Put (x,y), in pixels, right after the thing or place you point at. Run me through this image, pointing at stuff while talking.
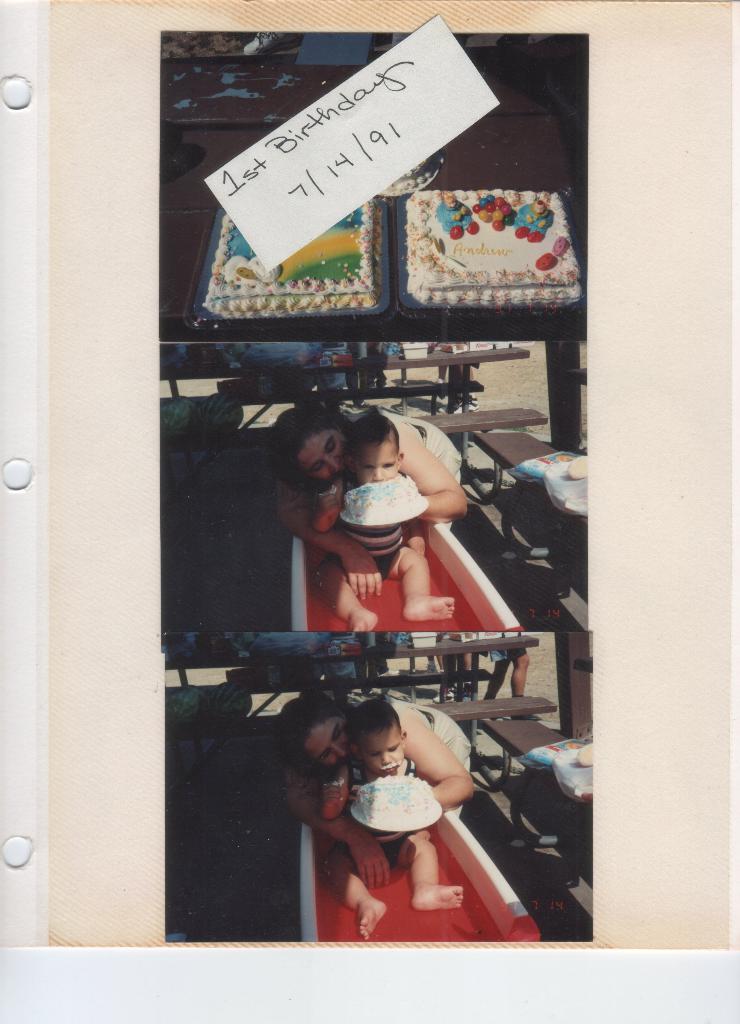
In this image, we can see a photo frame (657,508). In the frame (651,839), we can see two people (451,493) and cakes (315,284) and a paper (398,158) with some text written on it.
